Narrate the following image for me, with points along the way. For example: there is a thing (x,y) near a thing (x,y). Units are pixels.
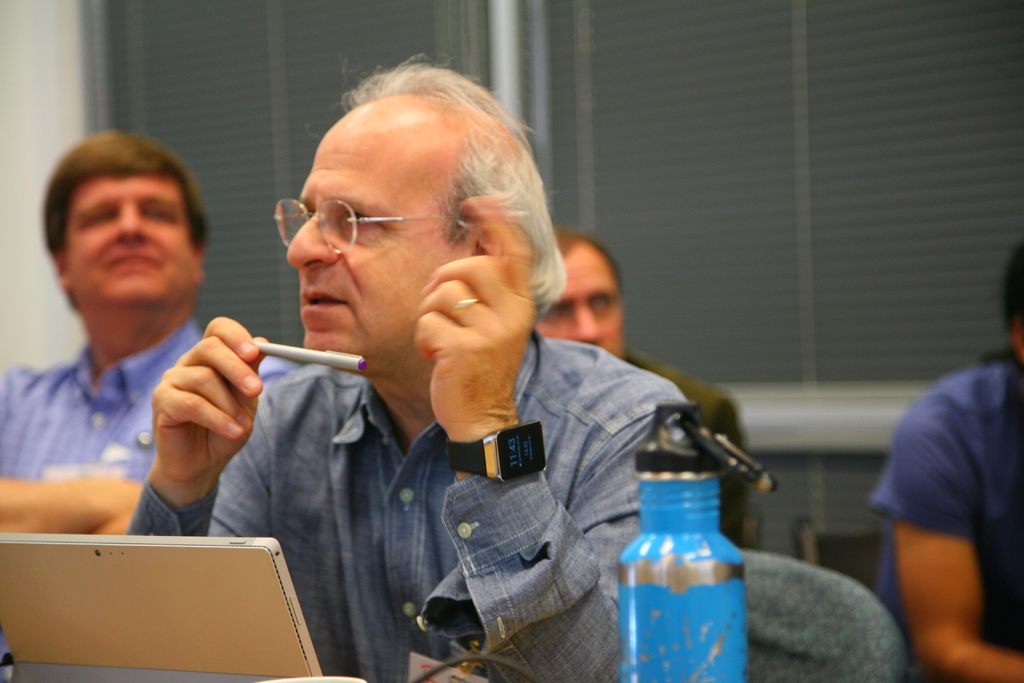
In this image we can see a man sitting on a chair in the center (592,398) and he is looking at someone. In the background (1017,660) we can see three people (968,659).
